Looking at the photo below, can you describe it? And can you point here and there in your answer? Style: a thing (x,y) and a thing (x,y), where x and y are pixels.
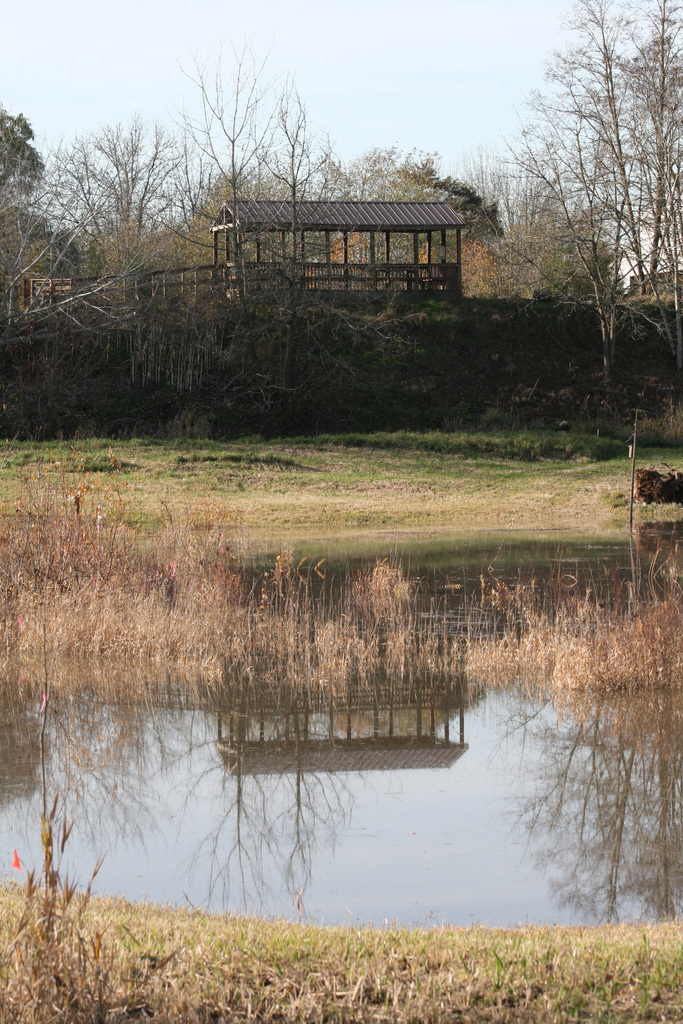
In this image, we can see the shed (315,204) and the fence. We can see the ground (228,460) with some grass (282,474). We can see some plants (549,616) and trees (50,233). We can also see some water (305,809) with the reflection (457,704). We can also see the sky (417,31).
